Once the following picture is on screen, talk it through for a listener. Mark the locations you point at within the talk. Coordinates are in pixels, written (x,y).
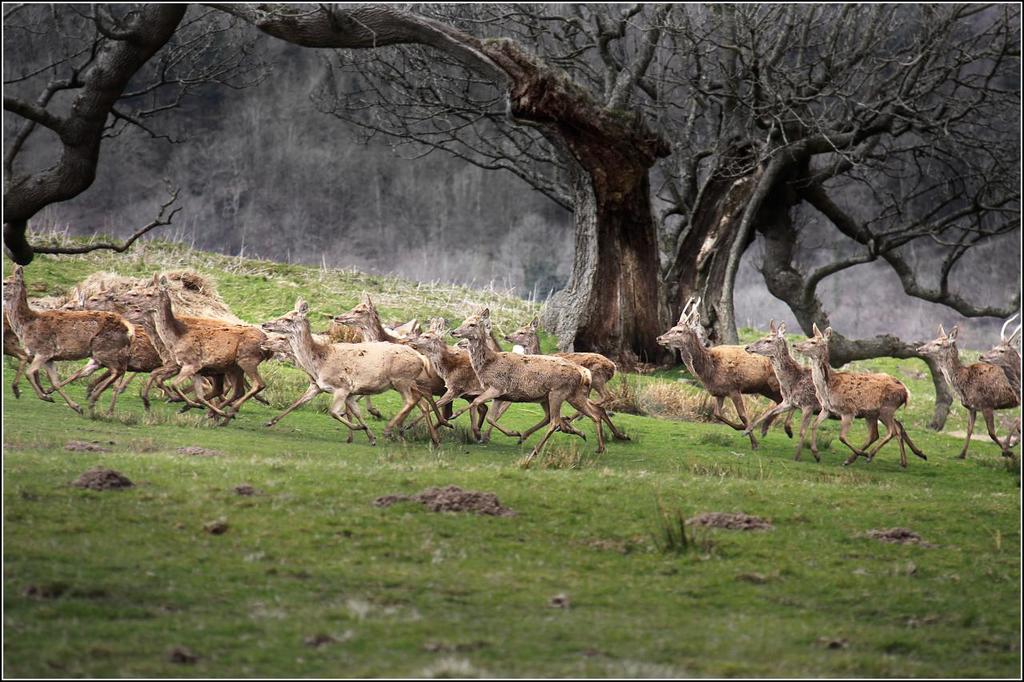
In the image we can see there are deers (608,359) running on the ground (577,452) and the ground (590,508) is covered with grass (820,506). Behind there are lot of trees (594,160).
